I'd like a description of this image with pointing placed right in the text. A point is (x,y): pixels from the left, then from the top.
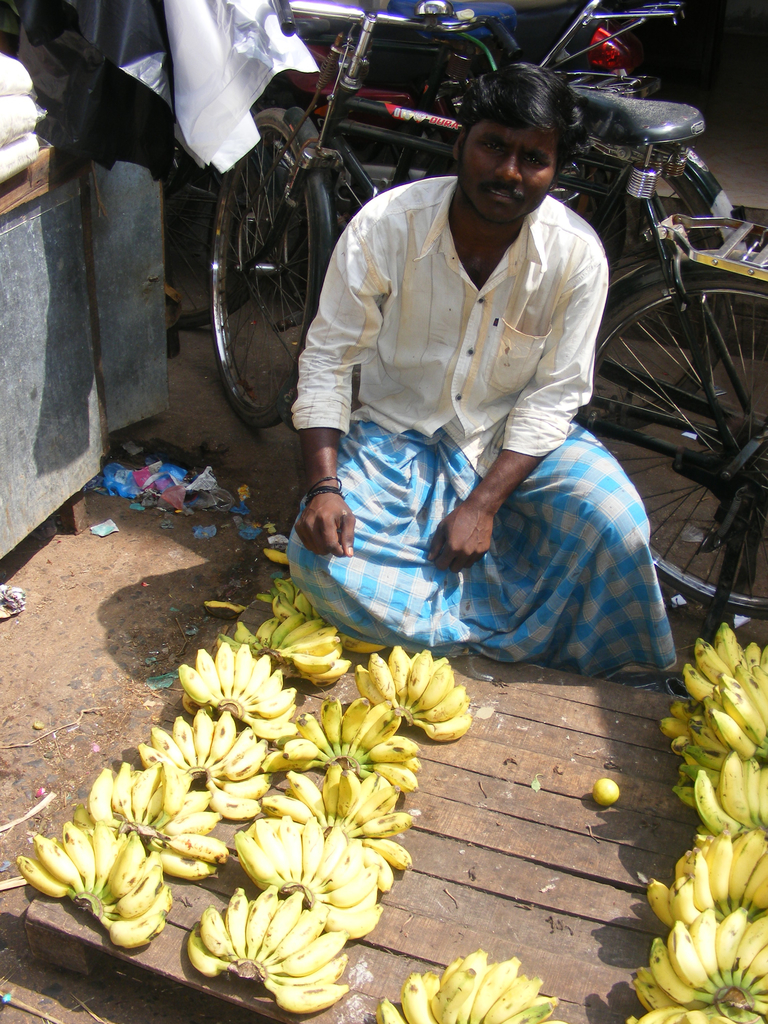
In this image in the front (340,756) there are fruits (400,762). In the background (472,386) there is a person (474,396) and there are bicycles (589,106). On the left side (79,242) there is a table (78,330) and on the table (59,245) there are objects (56,137) which are black and white in colour.
